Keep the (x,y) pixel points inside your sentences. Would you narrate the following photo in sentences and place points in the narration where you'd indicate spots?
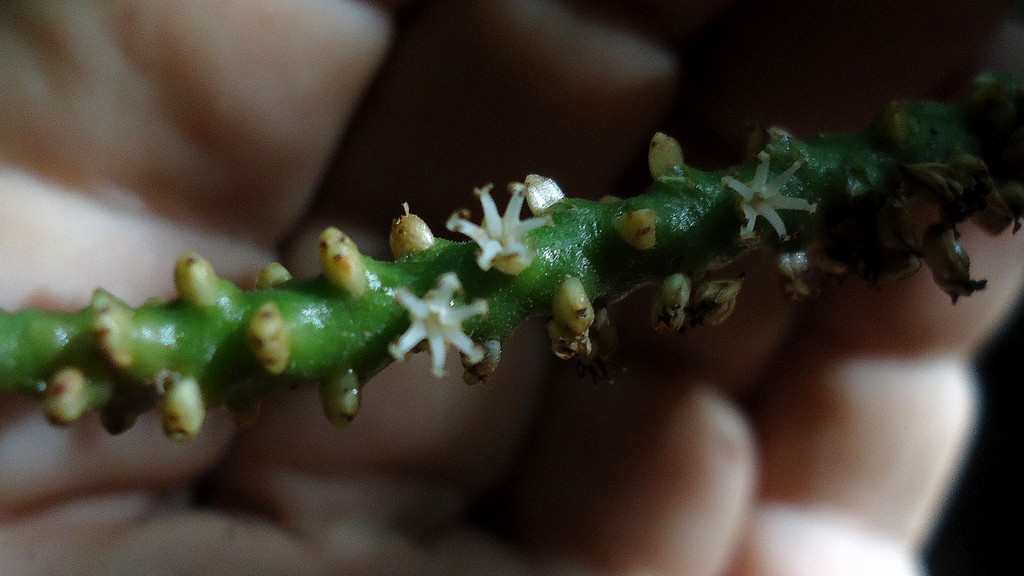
In this image I see the green color stem (398,265) on which there are 3 flowers (519,253) which are of white in color and it is blurred in the background (541,367) and it is a bit dark over here.
